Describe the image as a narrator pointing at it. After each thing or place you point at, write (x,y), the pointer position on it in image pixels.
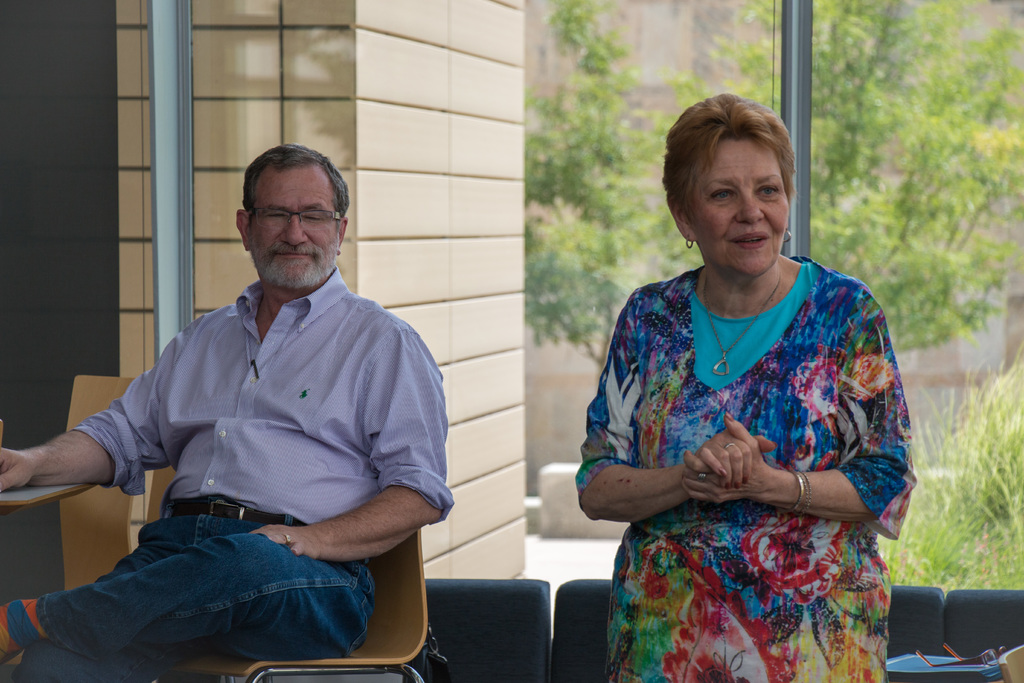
In this image we can see a man (377,416) and a woman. In the background (779,94) there are trees (683,101).
